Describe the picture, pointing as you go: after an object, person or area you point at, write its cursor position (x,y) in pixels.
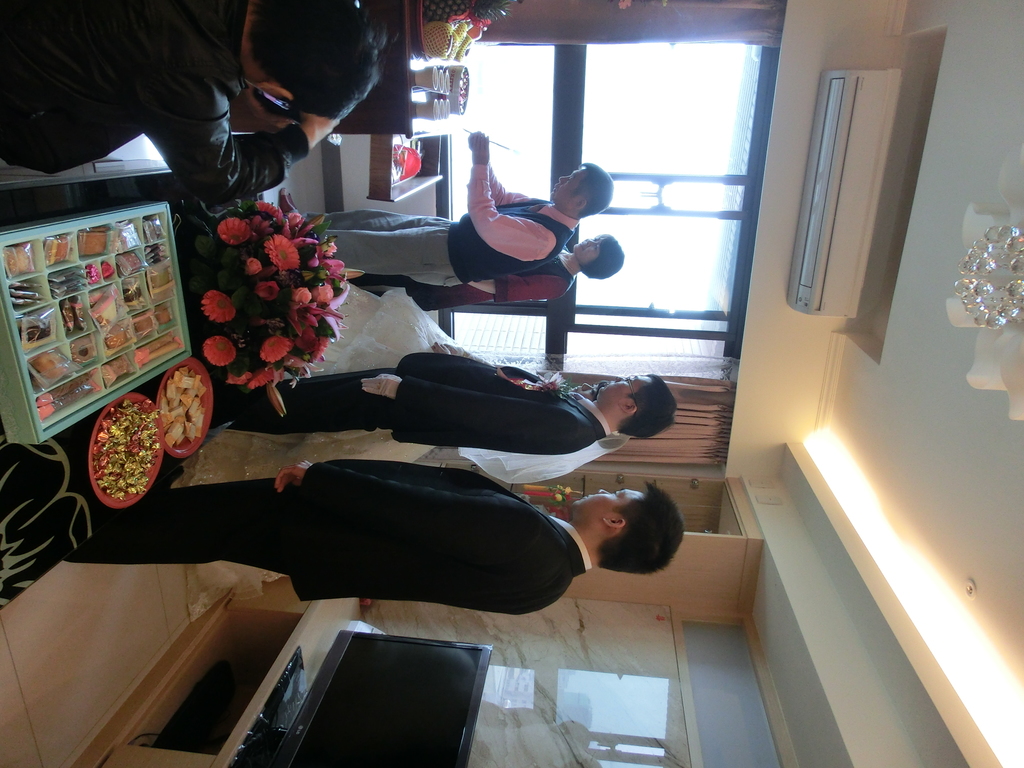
In this image we can see a group of people (481,524) standing on the floor (48,602). In the foreground of the image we can see a television (339,686). On the left side of the image (279,236) we can see group of flowers (254,299), a box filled with chocolates (135,286), two plates (133,425) containing food (139,425). One person (359,80) is holding a camera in his hand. In the background (441,36), we can see fruits (455,38) placed in a tray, window (441,132), curtains (697,414), air conditioner (813,298) and group of lights (1000,283).
